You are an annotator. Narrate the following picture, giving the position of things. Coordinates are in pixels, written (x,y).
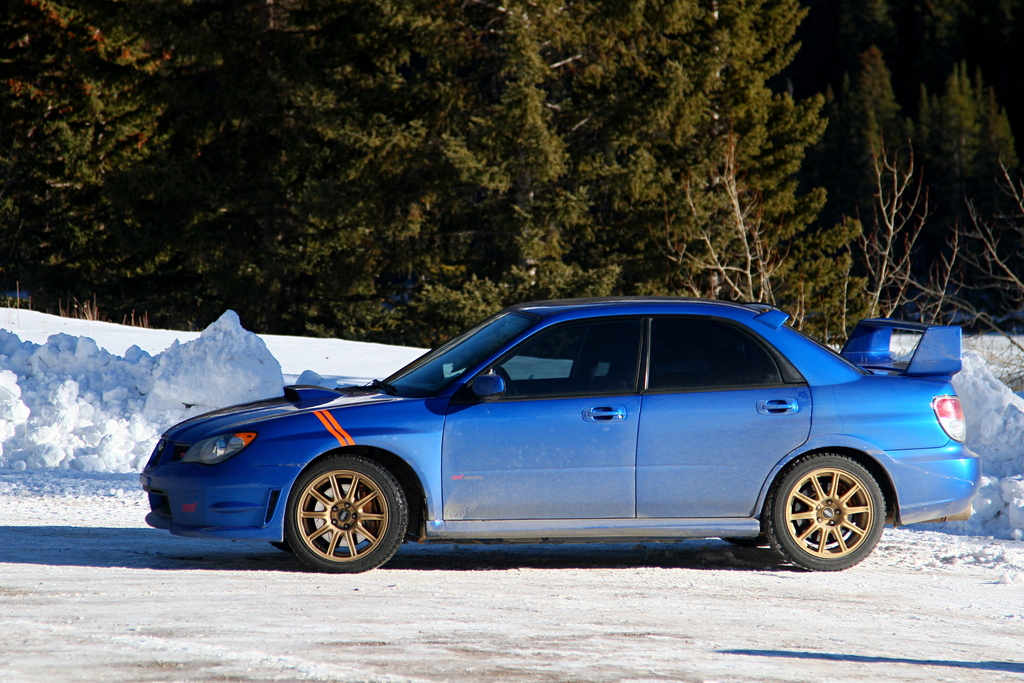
In this image, we can see a blue color car (728,443) and there are some green color trees (293,318).
